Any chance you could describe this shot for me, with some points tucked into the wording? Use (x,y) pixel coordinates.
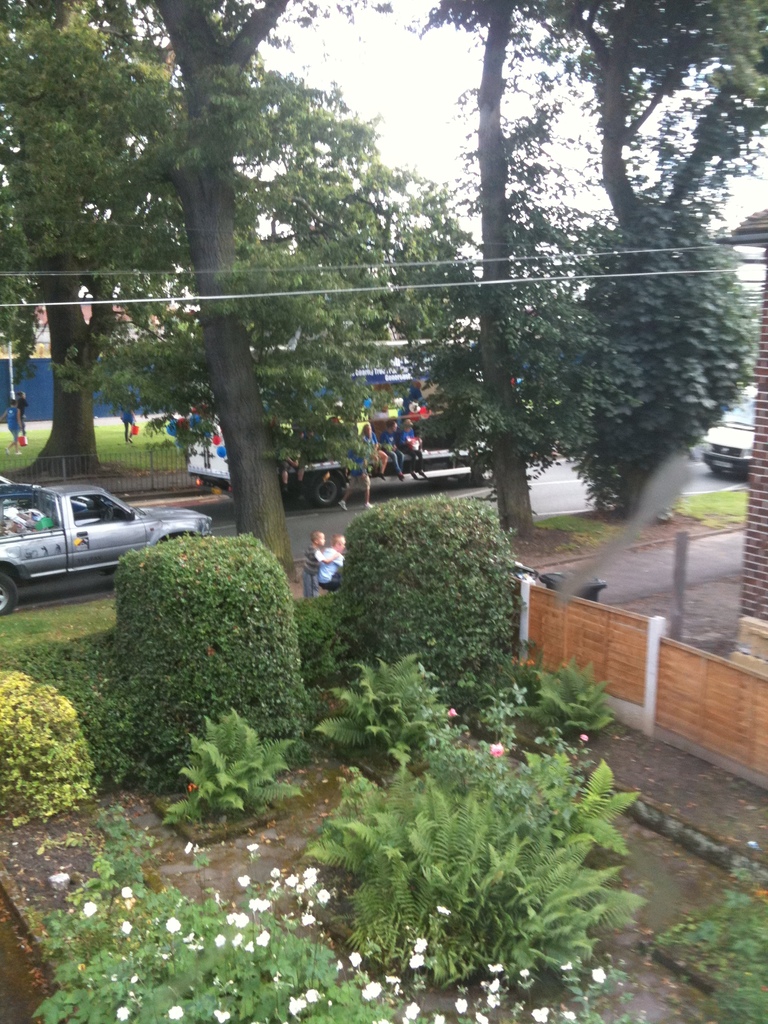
At the bottom of this image (144,913), there are plants (428,625) on a ground (641,754). Above them, there are two cables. In the background (652,279), there are vehicles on a road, there are trees (214,342), buildings (3,357), persons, grass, walls (761,543) and there are clouds (538,61) in the sky (423,142).
